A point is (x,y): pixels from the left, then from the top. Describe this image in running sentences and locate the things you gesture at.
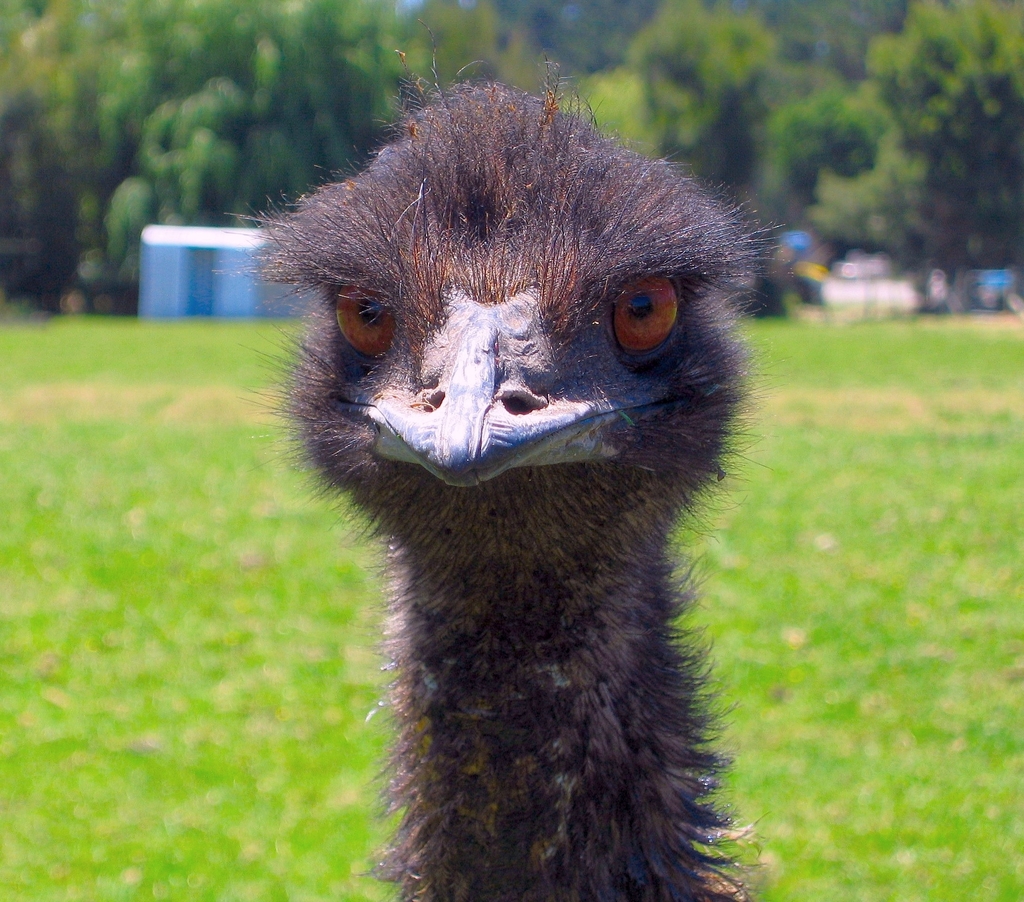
Background (1007,155) portion of the picture is blurry. We can see trees (699,67) and objects (1001,285). In this picture we can see green grass (155,791). This picture is mainly highlighted with the partial part of a bird (424,507).
